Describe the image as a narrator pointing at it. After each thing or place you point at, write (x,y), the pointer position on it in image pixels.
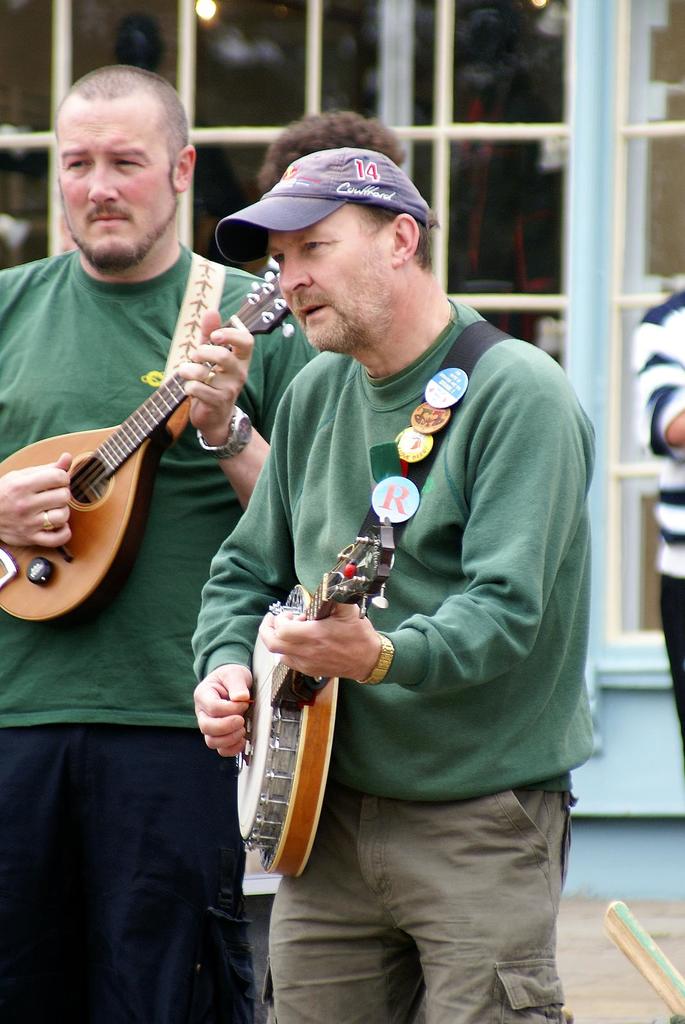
These two persons (415,462) wore green t-shirts (424,578) and playing mandolin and banjo (278,683). This man (281,634) wore blue cap (359,181). Background (683,533) other persons (682,369) are standing and there is a glass window (451,81).
